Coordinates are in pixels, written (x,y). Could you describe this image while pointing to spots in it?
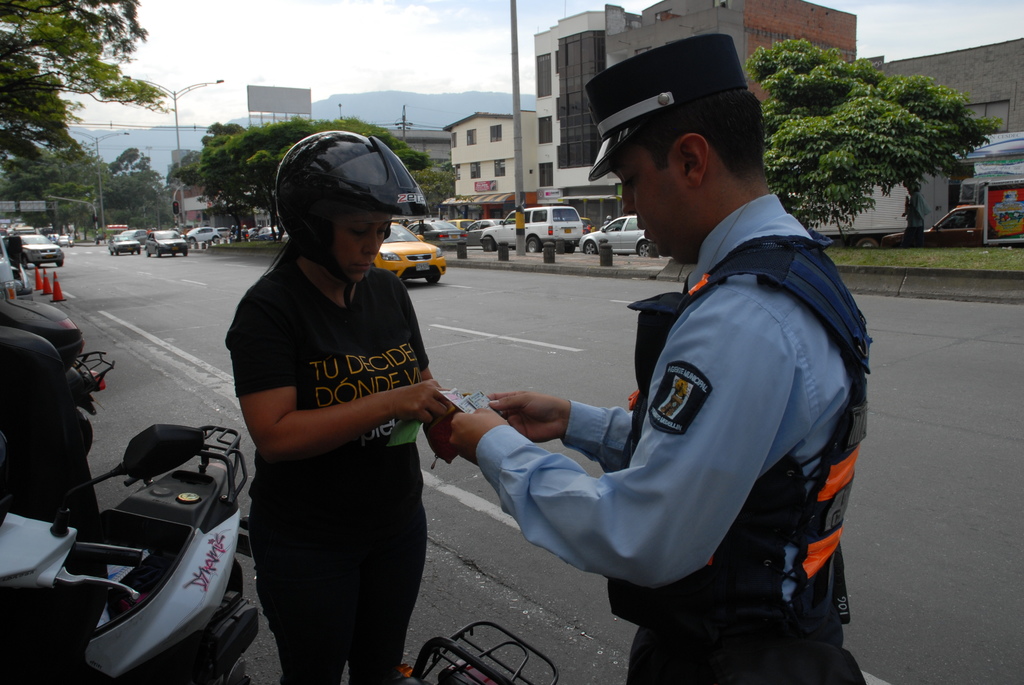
In this picture there is a man (730,72) who is wearing cap (715,42), jacket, shirt (731,388) and trouser (717,646). He is holding some cards (456,401). Beside him there is a woman (383,286) who is wearing helmet (350,175), t-shirt (354,482), trouser (351,647) and both of them standing near to the bikes (162,588). On the road (989,328) we can see many cars (136,242). Here we can see pole (512,45). On the divider (996,287) we can see grass (1011,252) and tree (829,130). On the top left (240,144) we can see street lights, advertising board (281,107) and trees (75,196). In the background (581,116) we can see building (548,114) and mountain (420,95). On the top (431,31) we can see sky (393,7) and clouds (415,9).
